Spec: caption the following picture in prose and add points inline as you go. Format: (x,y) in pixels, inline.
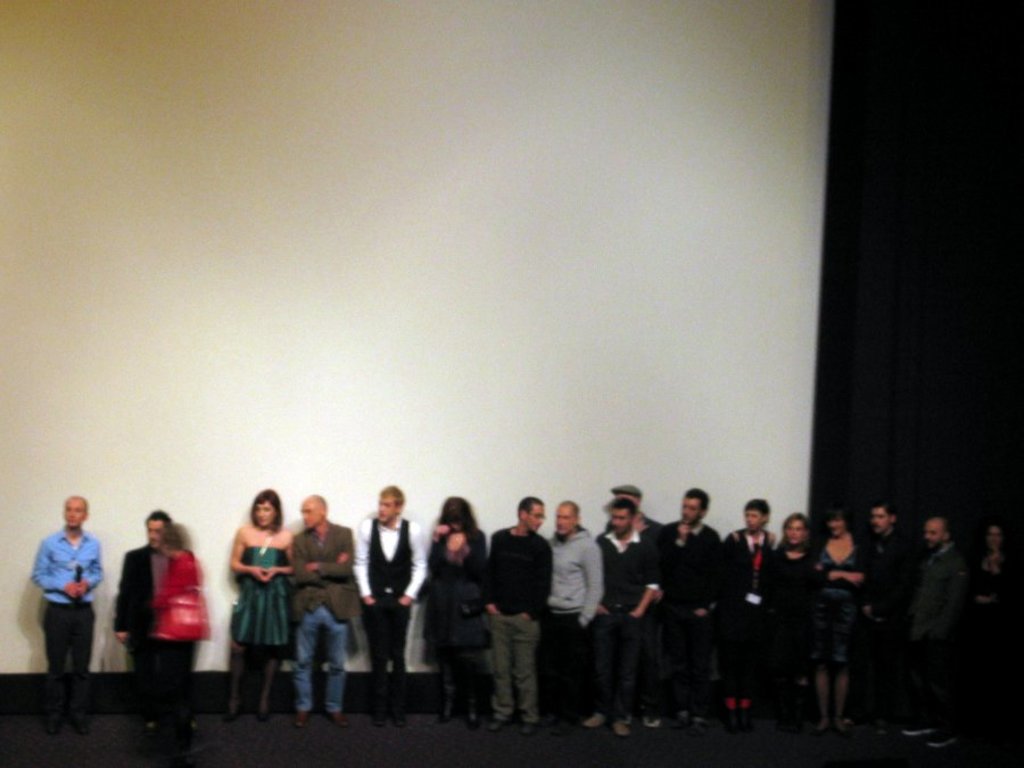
In the picture we can see some people (472,709) are standing on the stage (705,728) and one man (83,596) is holding a microphone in the hand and behind them, we can see a wall (482,502) which is cream in color and beside it we can see a curtain (850,331) which is black in color.
